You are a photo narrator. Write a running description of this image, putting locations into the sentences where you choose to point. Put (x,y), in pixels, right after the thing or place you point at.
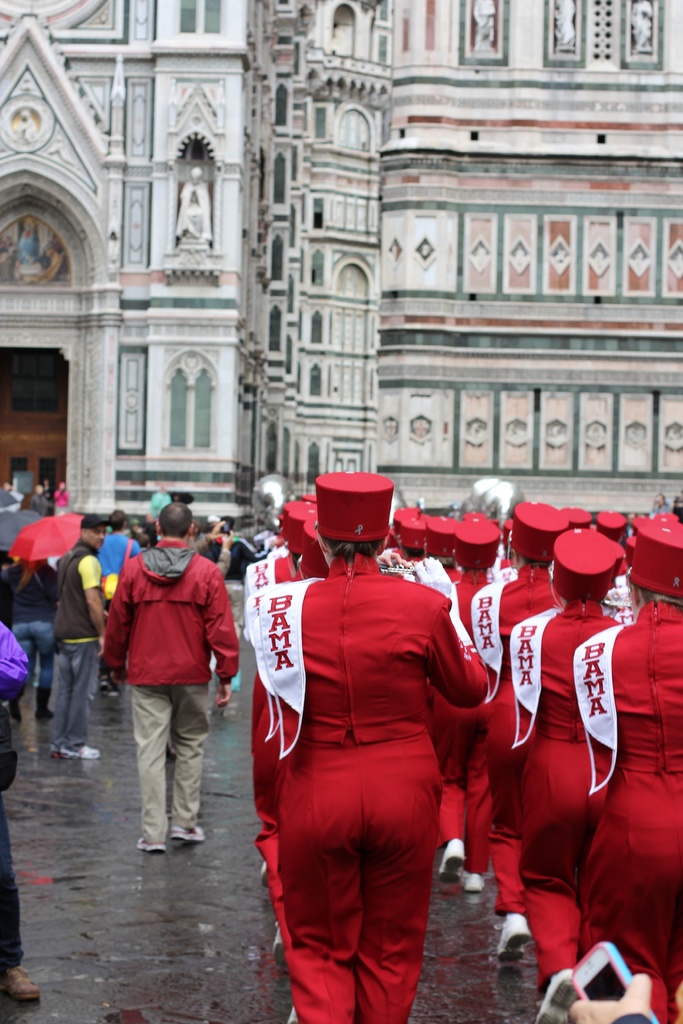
In this picture I can see group of people (653,979) standing, there are few people (6,584) holding umbrellas (3,539), there are few people (346,537) holding musical instruments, and in the background (211,149) there is a building (287,256).
